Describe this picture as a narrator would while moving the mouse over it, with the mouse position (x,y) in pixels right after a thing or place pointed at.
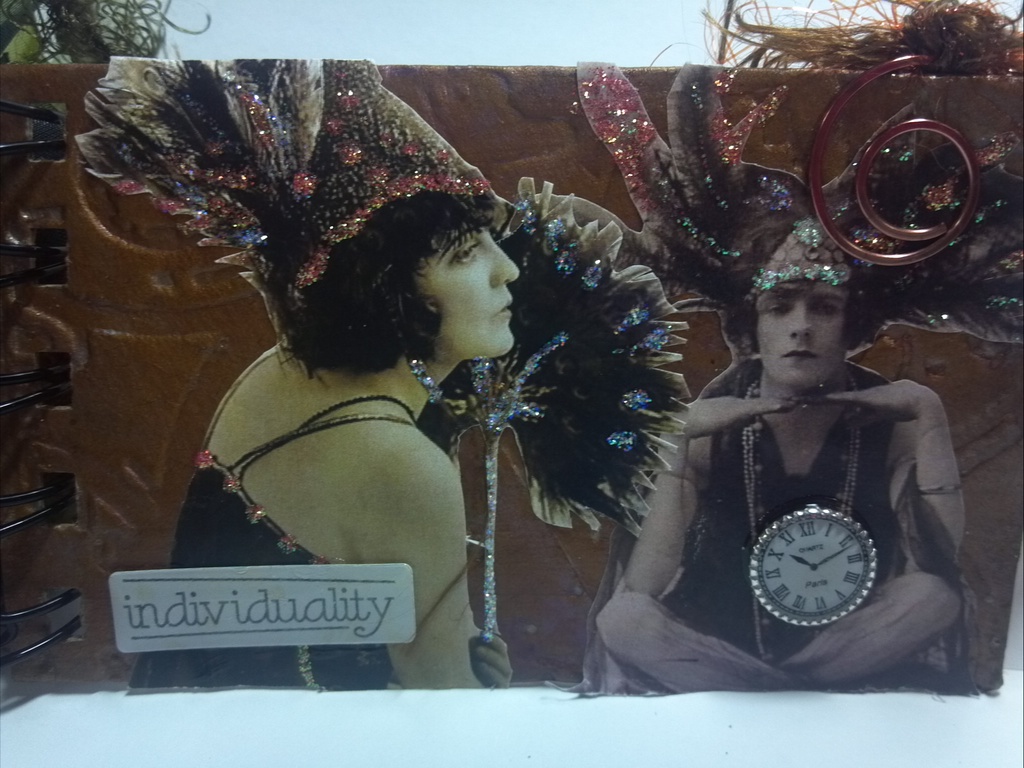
In this image in the center (611,471) there is one book (516,498), on the book (188,296) there are two persons (211,464) who are wearing some costume (809,250) and also there is one clock (790,581) and board (254,612). On the board (254,612) there is text (387,612), and in the background (139,32) there is some object (108,28) and it looks like a table (257,767).
